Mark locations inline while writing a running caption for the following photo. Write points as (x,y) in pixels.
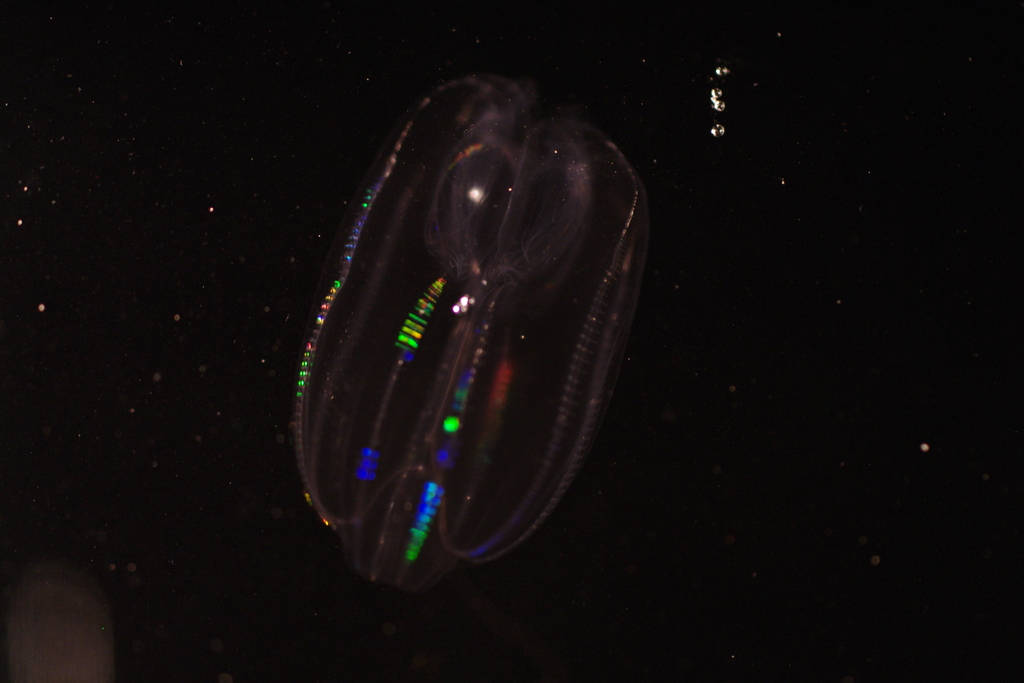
In the center of the image (537,401) there is some object (498,371) and the background of the image (909,284) is dark.
